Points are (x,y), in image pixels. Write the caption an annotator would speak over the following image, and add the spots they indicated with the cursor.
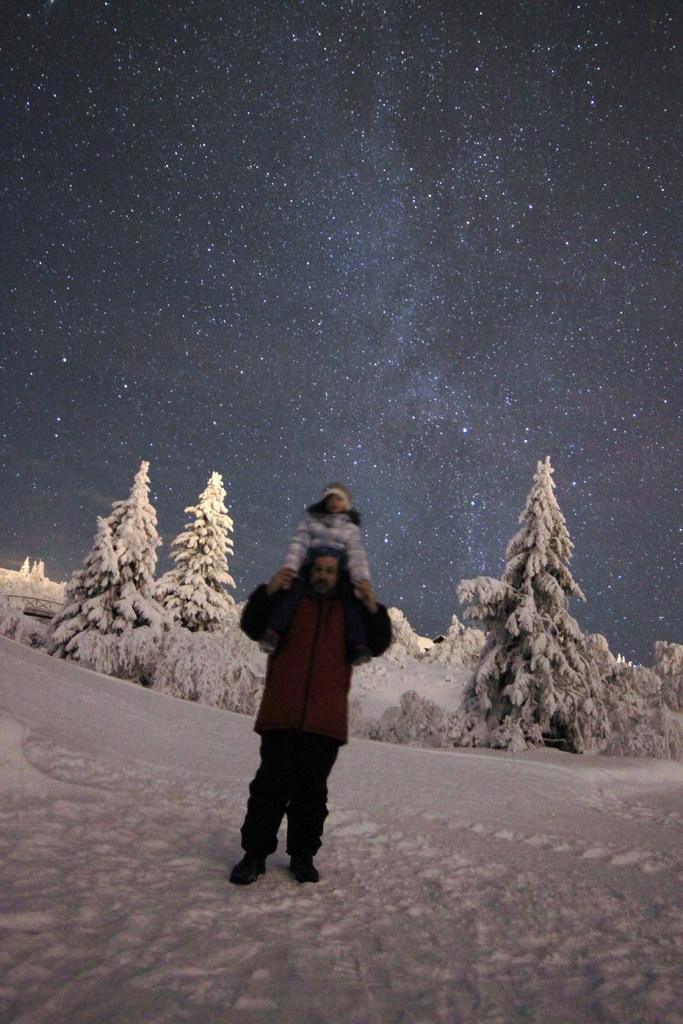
At the bottom of this image (319,952) I can see the snow (375,887). Here a person (315,676) is standing and carrying a baby (309,542). In the background (120,588) there are many trees (509,707) covered with the snow (516,685). At the top of the image (287,165) I can see sky (474,350) along with the stars (125,386).
